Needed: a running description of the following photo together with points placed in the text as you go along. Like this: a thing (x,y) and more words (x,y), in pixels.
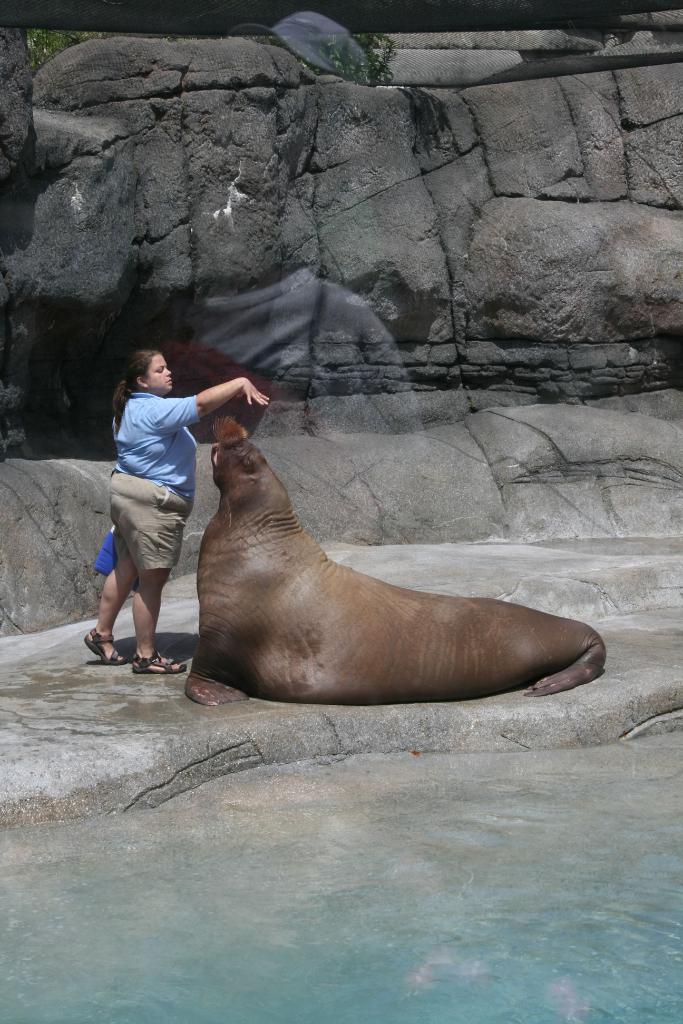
In this image, we can see. At the bottom (541,891), there is water (554,907). Beside the seal (354,683), a woman (135,482) is standing. Background (379,358) we can see a rocks (273,270) and plant (358,73).
